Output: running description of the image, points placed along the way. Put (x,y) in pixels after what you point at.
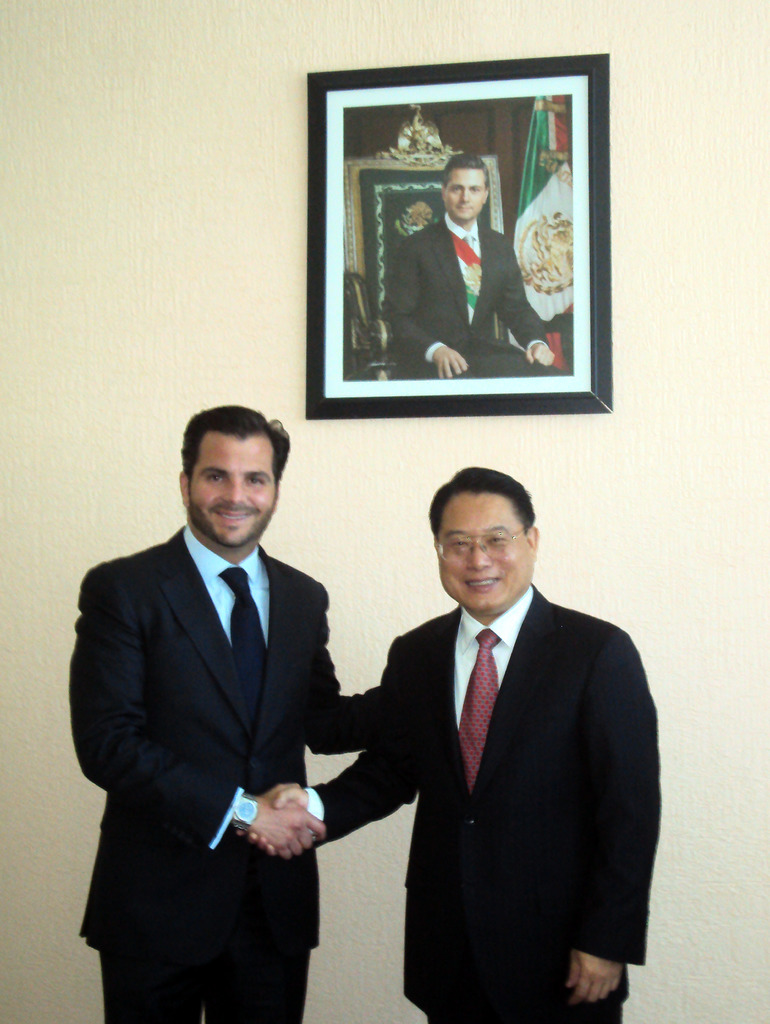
In the center of the image (474,527) there are two persons (313,879) shaking hands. In the background of the image (354,568) there is a wall (108,388) on which there is a photo frame (460,101).
